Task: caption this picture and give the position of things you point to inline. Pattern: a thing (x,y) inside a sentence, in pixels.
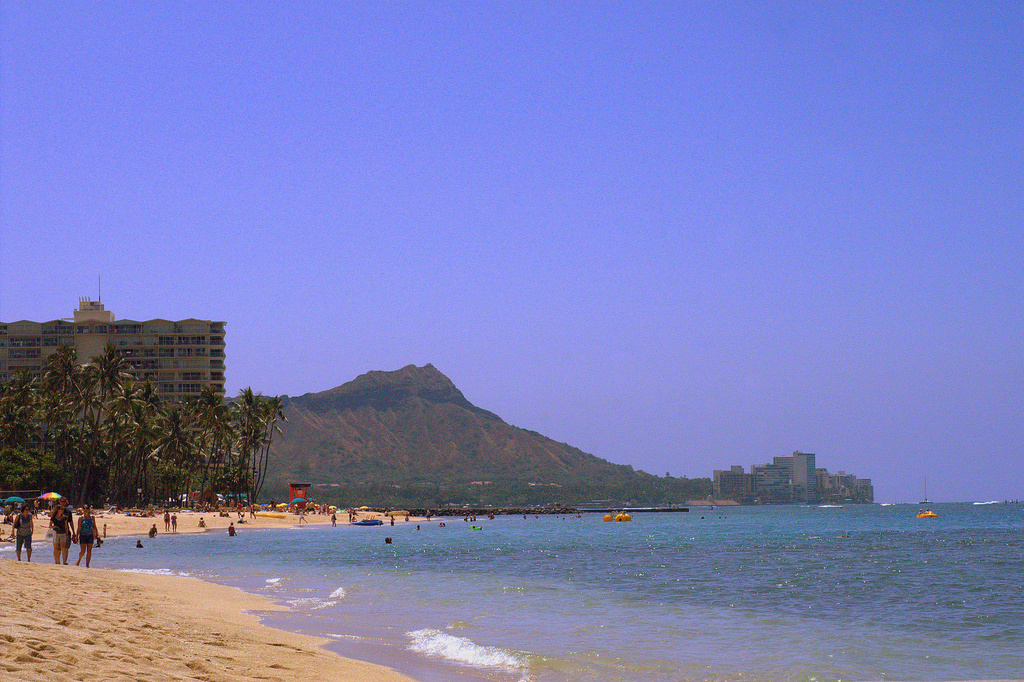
In this image we can see a beach (53,569), there are some persons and boats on the beach (234,522), we can see some people (332,523) standing in the sand (61,586), there are some umbrellas (12,500), trees (49,464), buildings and mountains (512,448), in the background (669,412) we can see the sky (662,410).
